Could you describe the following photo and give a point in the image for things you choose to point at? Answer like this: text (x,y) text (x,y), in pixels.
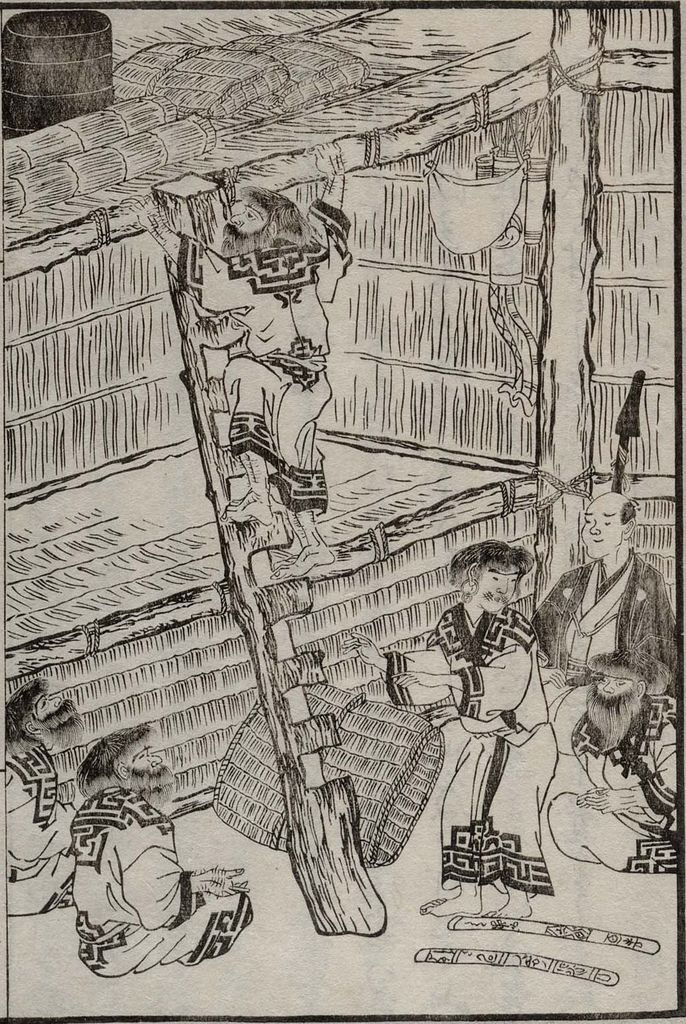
There are some cartoons (35,784) presenting in this picture. There is a person (265,322) on the ladder (198,382) which is in the middle of the image (236,469).
